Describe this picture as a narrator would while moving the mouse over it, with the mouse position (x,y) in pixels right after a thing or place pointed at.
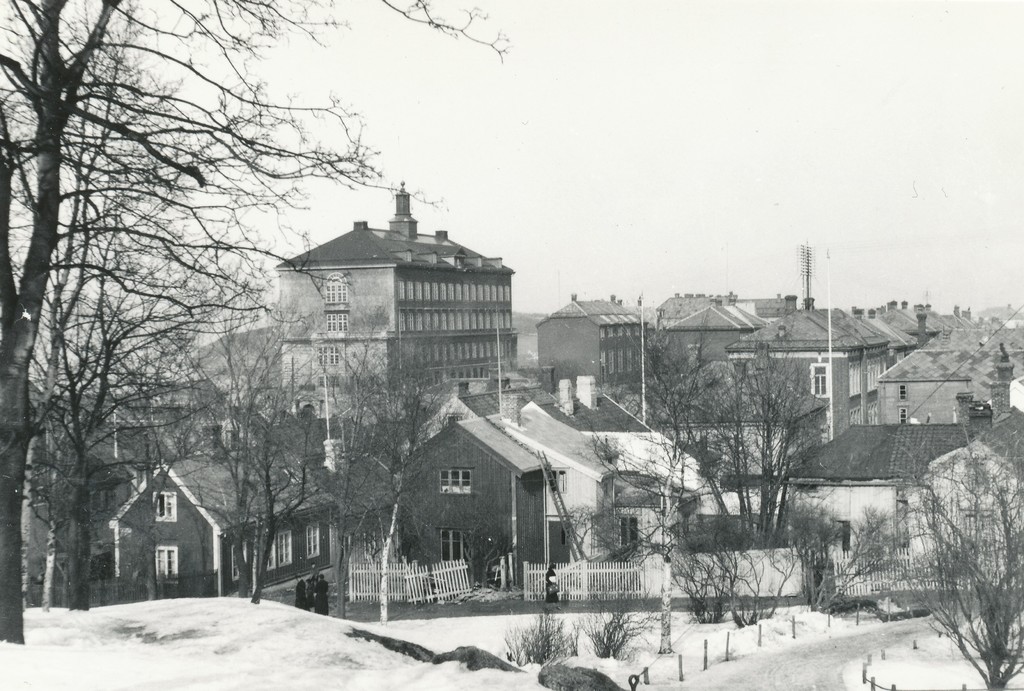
This is a black and white image. There are buildings (298,362), trees (467,557), fences (414,591) and few people (315,593) standing on the road (277,593). At the bottom of the image (383,674), I can see plants (606,649) and the snow (941,673). In the background (627,238), there is the sky (640,104).
